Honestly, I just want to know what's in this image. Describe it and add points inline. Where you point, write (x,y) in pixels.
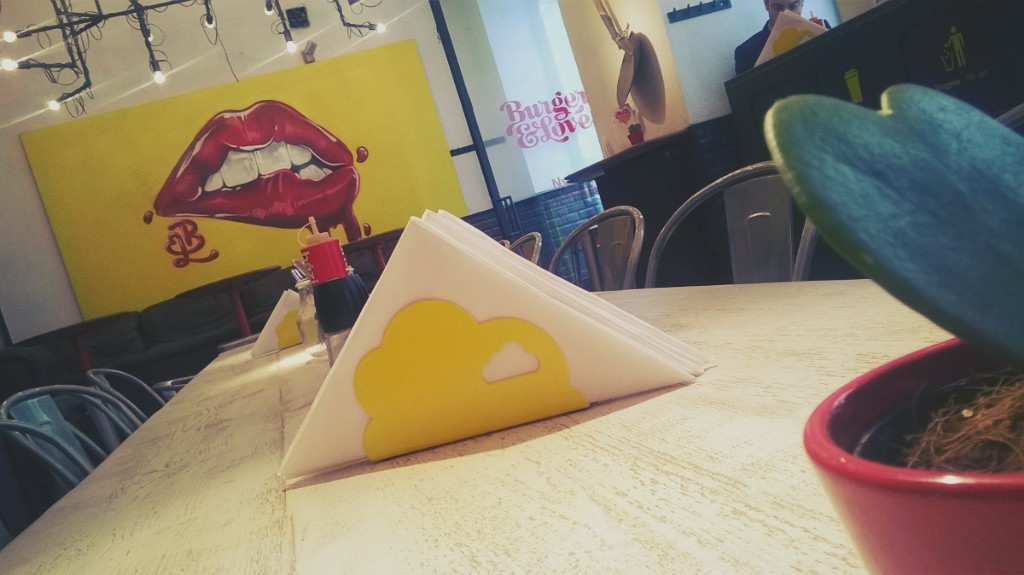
In this picture there is a inside view of the restaurant (259,408). In the front (448,460) there is a wooden table (448,460) with some tissue papers (355,419). Beside there are some chairs (512,239). Behind there is a yellow banner (205,210) on the wall (199,28). On the top (66,23) there is a hanging lights (364,25).
